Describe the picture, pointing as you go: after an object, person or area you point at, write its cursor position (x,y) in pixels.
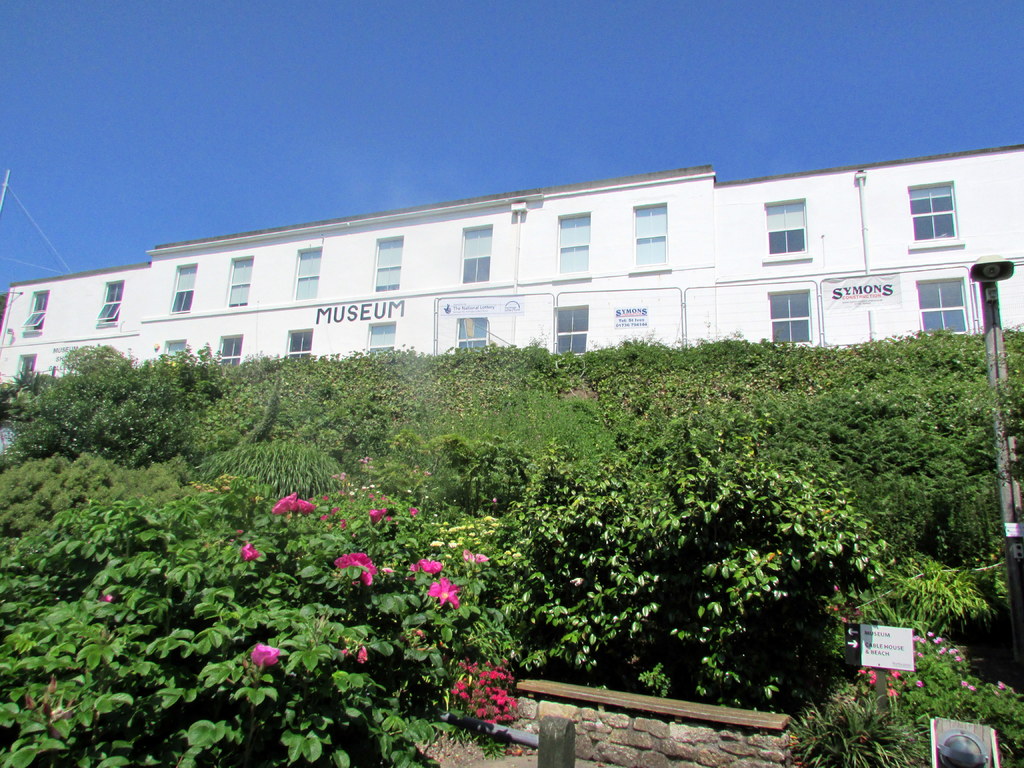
In this image we can see trees (592,459). Also we can see boards (868,635). And there is a stone wall (649,735). On the right side (996,376) there is a pole (1000,345) with an object (1005,274). In the back (351,272) there is a building (257,291) with windows (245,281) and names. At the top (321,126) there is sky (225,81).
